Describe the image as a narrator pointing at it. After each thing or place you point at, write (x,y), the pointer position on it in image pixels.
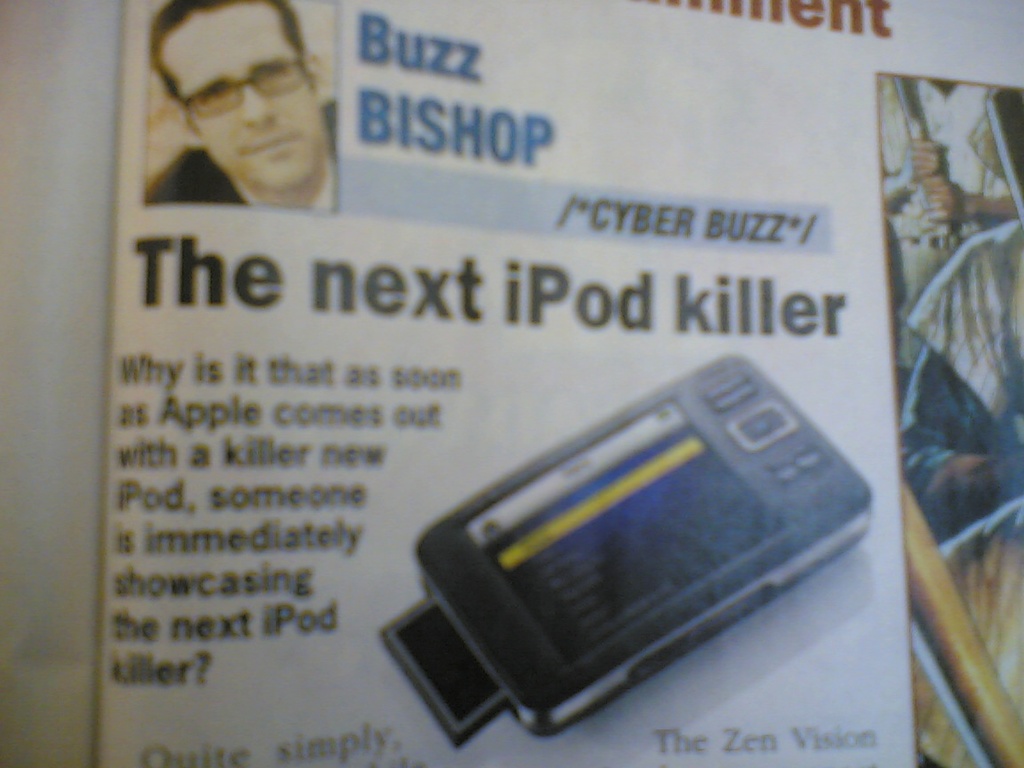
In this image we can see an image of a paper (419,474). In the paper (462,451), we can see some text (511,284) and images (592,467) of persons (278,118) and an electronic gadget (513,557).
